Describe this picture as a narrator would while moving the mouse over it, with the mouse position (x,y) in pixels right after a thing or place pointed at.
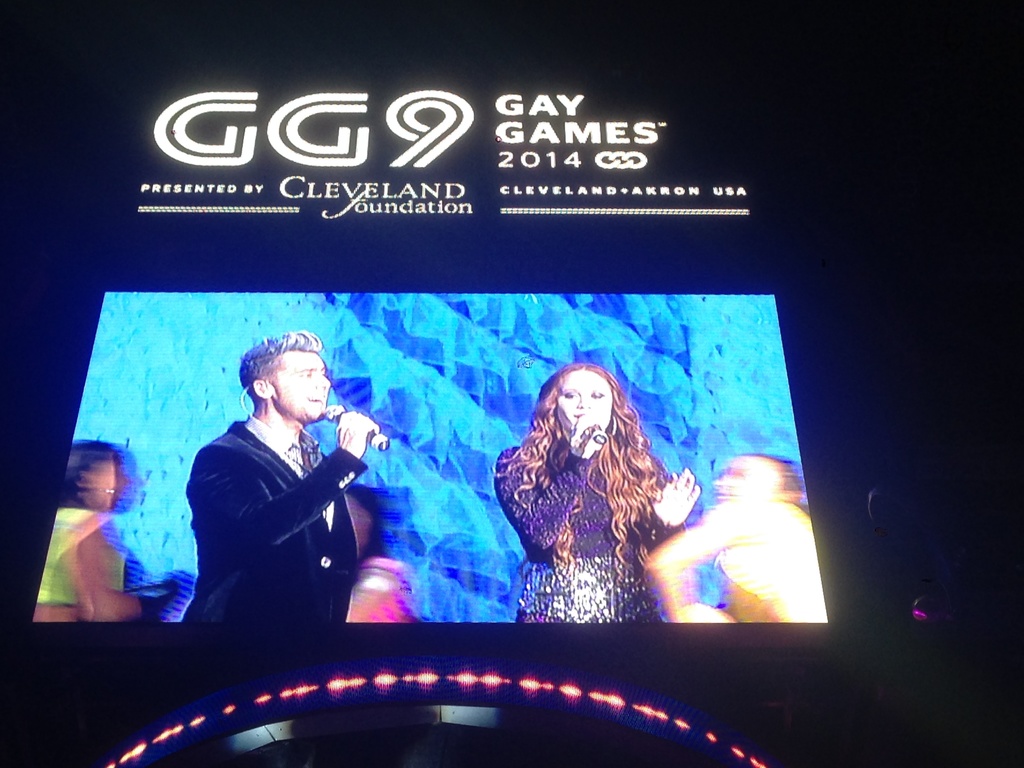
In this picture there is a screen (498,507) which has two persons (533,530) standing and singing in front of a mic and there are two persons (788,578) standing beside them and there is something written above the screen (420,415).
